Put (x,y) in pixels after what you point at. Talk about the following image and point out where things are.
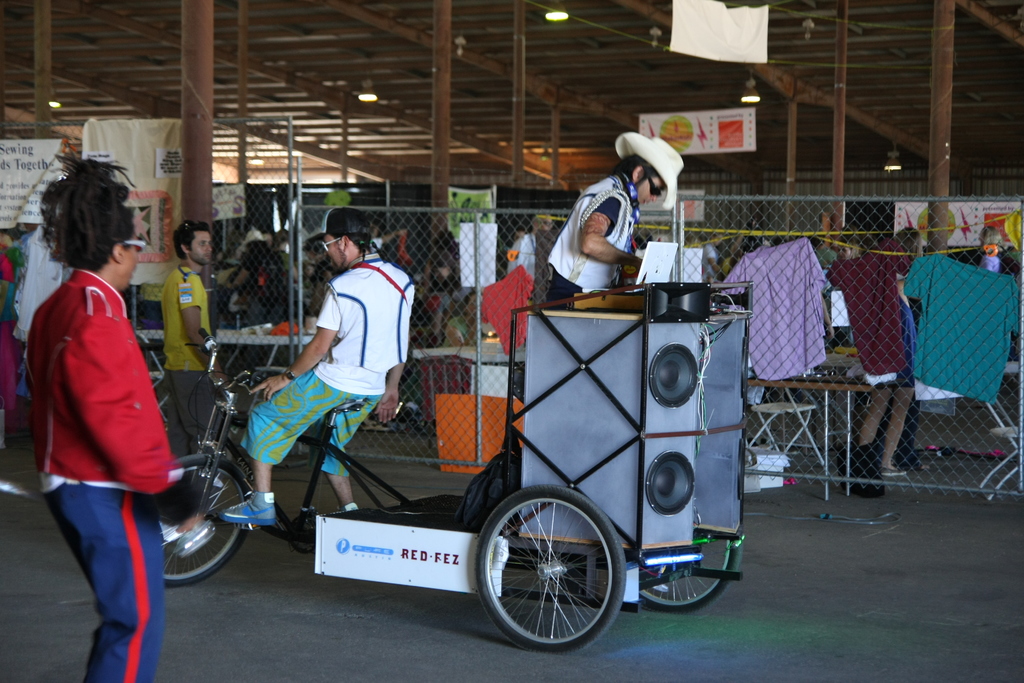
There is a group of people (657,200). On the left side (96,216) person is standing. In the center (343,242) we have a another person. His sitting on a bicycle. We can see in the background (278,233) there is a net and shirts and poles (681,208).
